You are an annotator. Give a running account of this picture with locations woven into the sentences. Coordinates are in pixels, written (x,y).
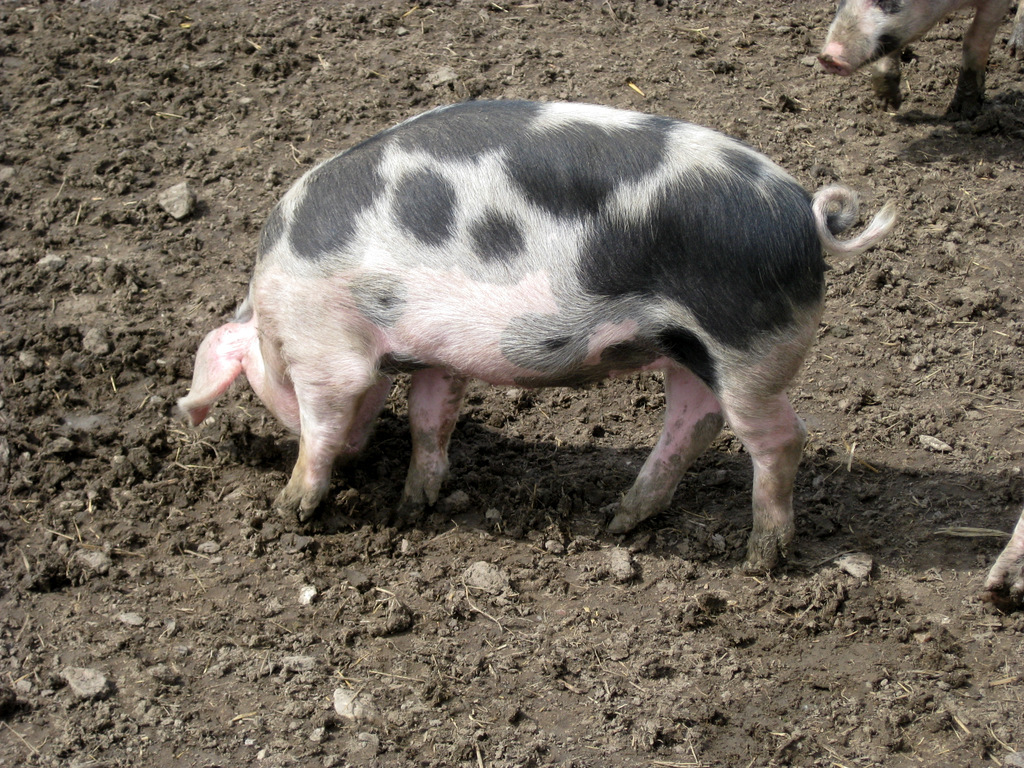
In the picture we can see a pig (672,159), which is white in color with some part of pink and some part of black in color and grazing something on the ground (943,298) and besides it we can see a part of the pig mouth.
